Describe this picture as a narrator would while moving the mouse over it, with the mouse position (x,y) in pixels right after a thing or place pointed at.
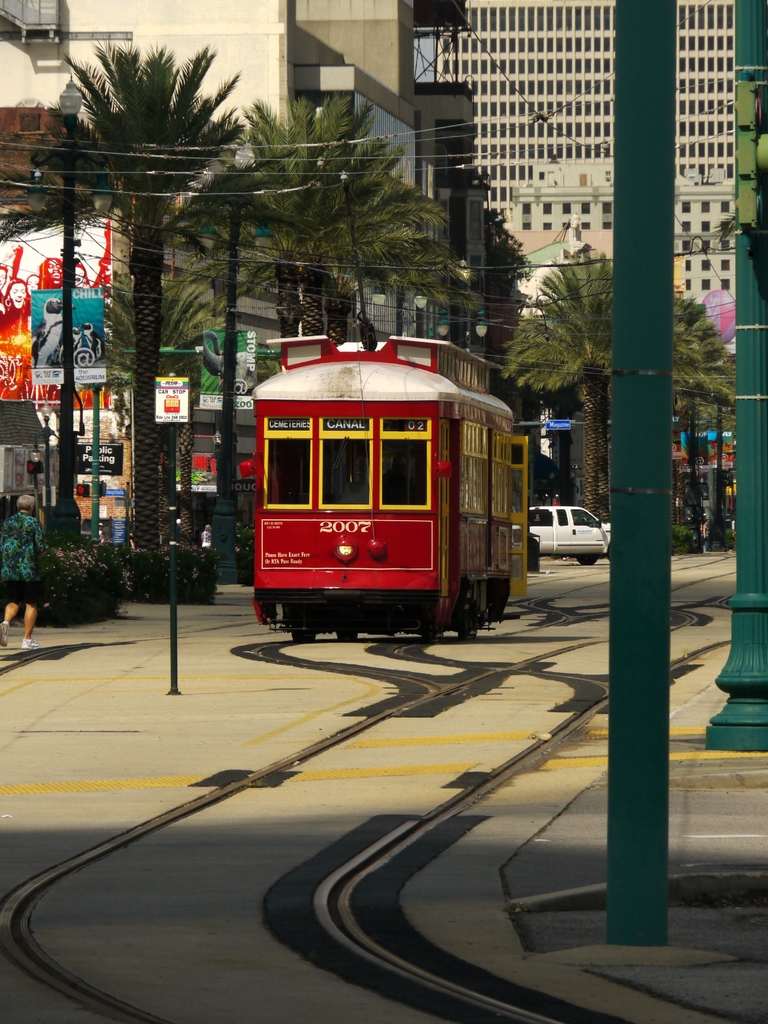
This is an outside view, in this image in the center (322,537) there is one streetcar (456,568) and in the background (564,531) there is car (566,529) and also we could see some trees (187,128), buildings (543,239), poles (93,535), boards (700,434) and on the right side (671,367) there are some poles (633,468). At the bottom (264,872) there is road (476,813).
